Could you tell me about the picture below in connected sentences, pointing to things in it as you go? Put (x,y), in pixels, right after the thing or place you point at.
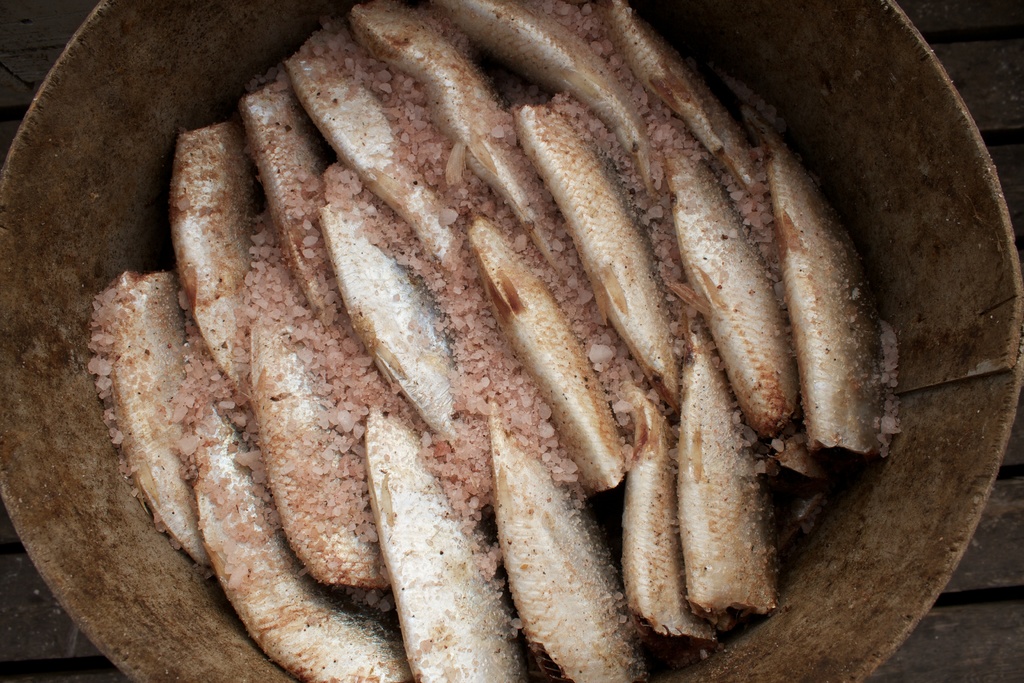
In this image there are fishes (507,322) in the container (127,61), the container (859,122) is on a wooden object (961,614).
